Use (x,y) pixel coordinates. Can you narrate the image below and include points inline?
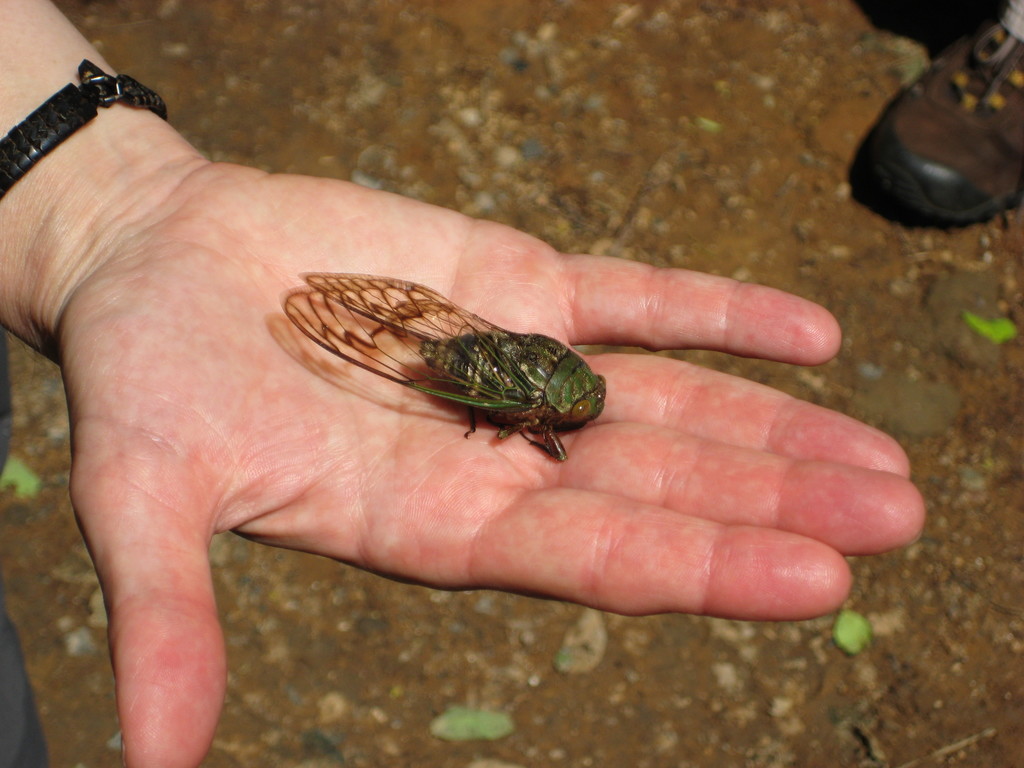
In the image there is a hand (376,248), in the hand (424,401) there is a insect (557,430). In the top right corner of the image (895,195) there is shoe (1003,209).
